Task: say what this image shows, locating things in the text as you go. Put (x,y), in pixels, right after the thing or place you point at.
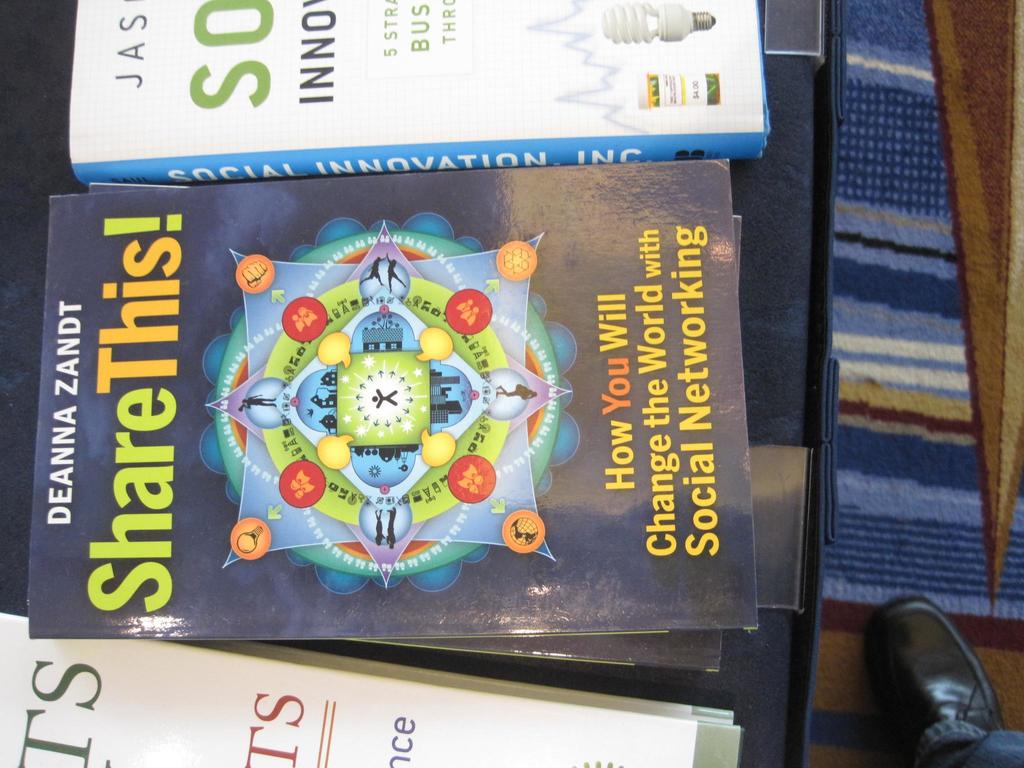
In the image we can see there are books (650,439) kept on the table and there is a person's shoe (937,679).
